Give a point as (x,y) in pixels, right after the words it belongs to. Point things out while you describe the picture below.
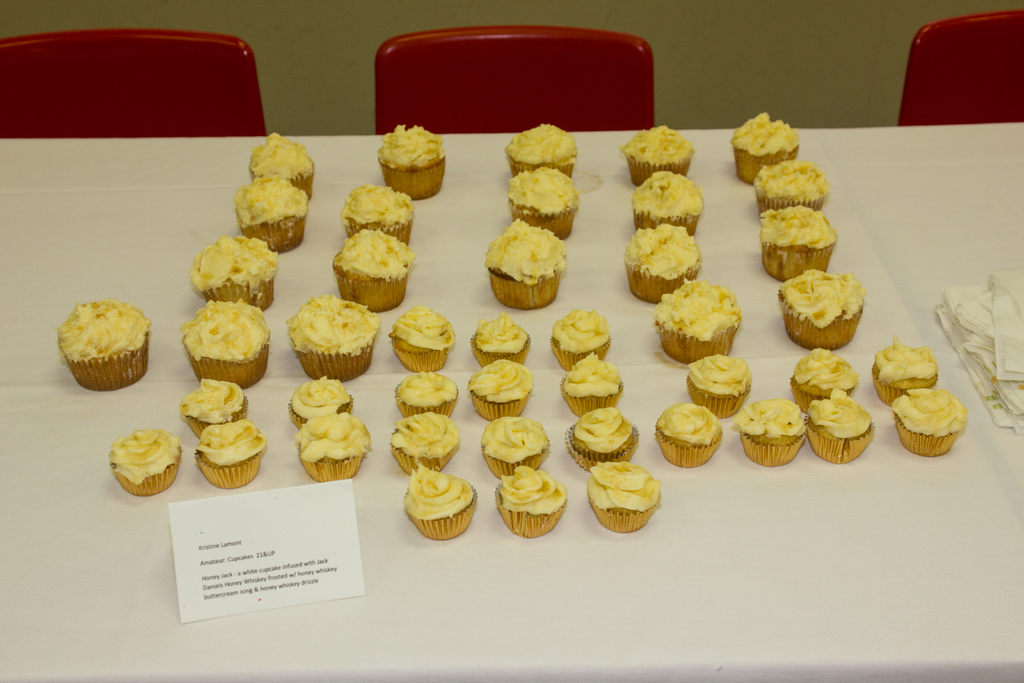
In the background (906,45) we can see the wall (646,1). In this picture we can see the chairs (182,75). On a table (456,653) we can see cupcakes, board (213,550) with some information. On the right side of the picture (1009,399) we can see the tissues (1008,313).
